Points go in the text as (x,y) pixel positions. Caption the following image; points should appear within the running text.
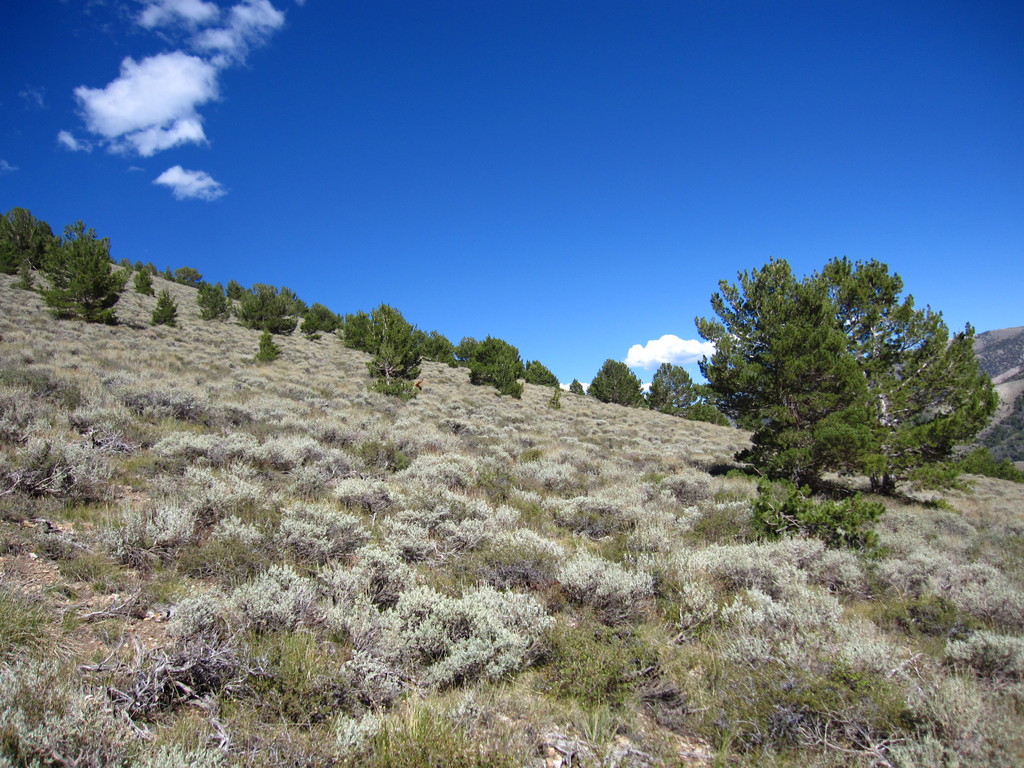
In the picture we can see a hill surface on it, we can see, full of grass plants (733,742) and some plants (829,669) and tree (769,483) and in the background (253,140) we can see a sky (446,105) with clouds (102,91).
